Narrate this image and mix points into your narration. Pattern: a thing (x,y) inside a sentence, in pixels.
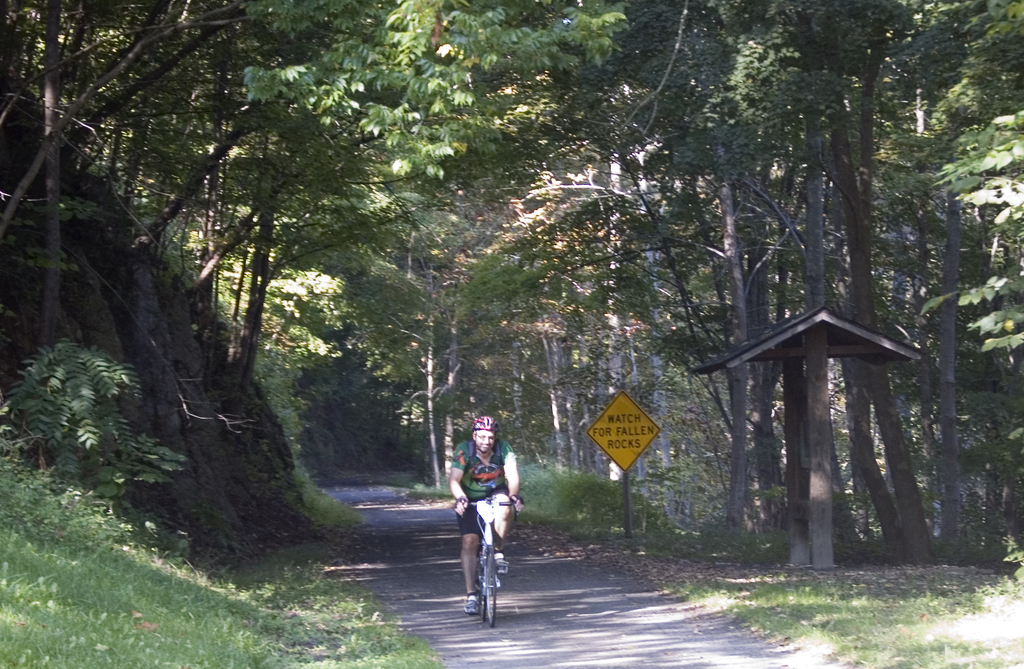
In the foreground (505,447) I can see a person (462,481) is riding a bicycle (489,555) on the road (564,621), grass (808,587), board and a shed (811,430). In the background (957,350) I can see trees (840,447). This image is taken may be during a sunny day.
